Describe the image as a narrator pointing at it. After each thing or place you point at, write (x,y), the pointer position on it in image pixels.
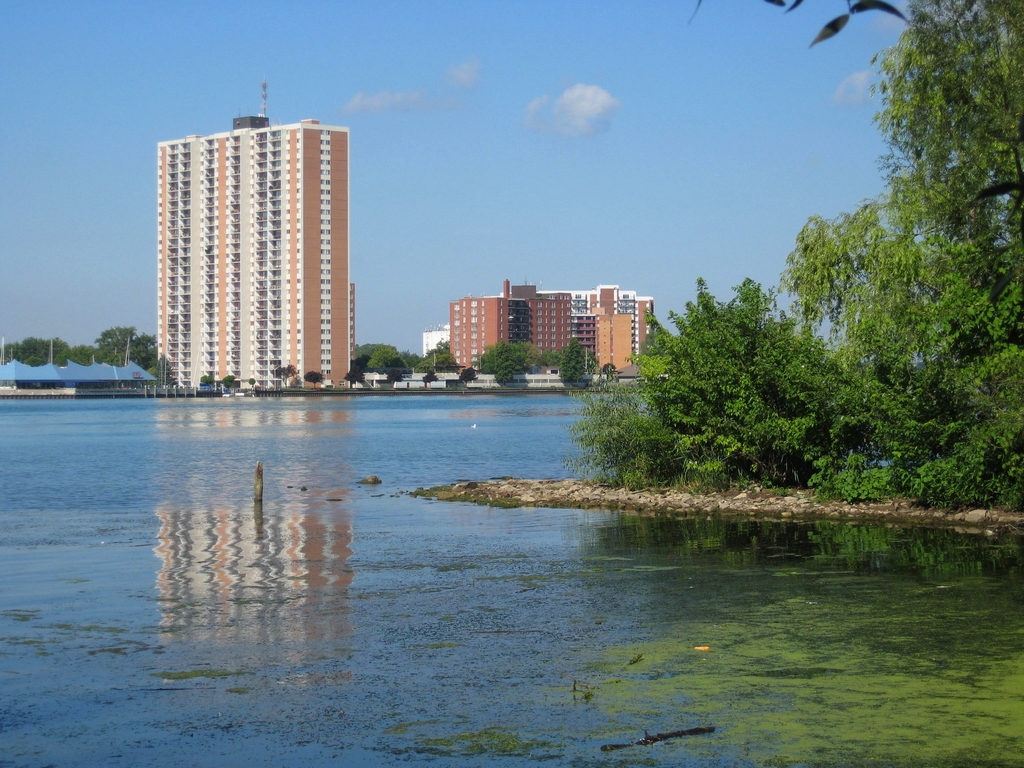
In this image, we can see the water (617,657) with algae (719,685). On the right side (755,477), we can see few plants (723,440), trees (991,337) and stone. Background (385,354) we can see few buildings (462,335), trees (569,358), plants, blue sheds (99,374) and sky (364,239).
